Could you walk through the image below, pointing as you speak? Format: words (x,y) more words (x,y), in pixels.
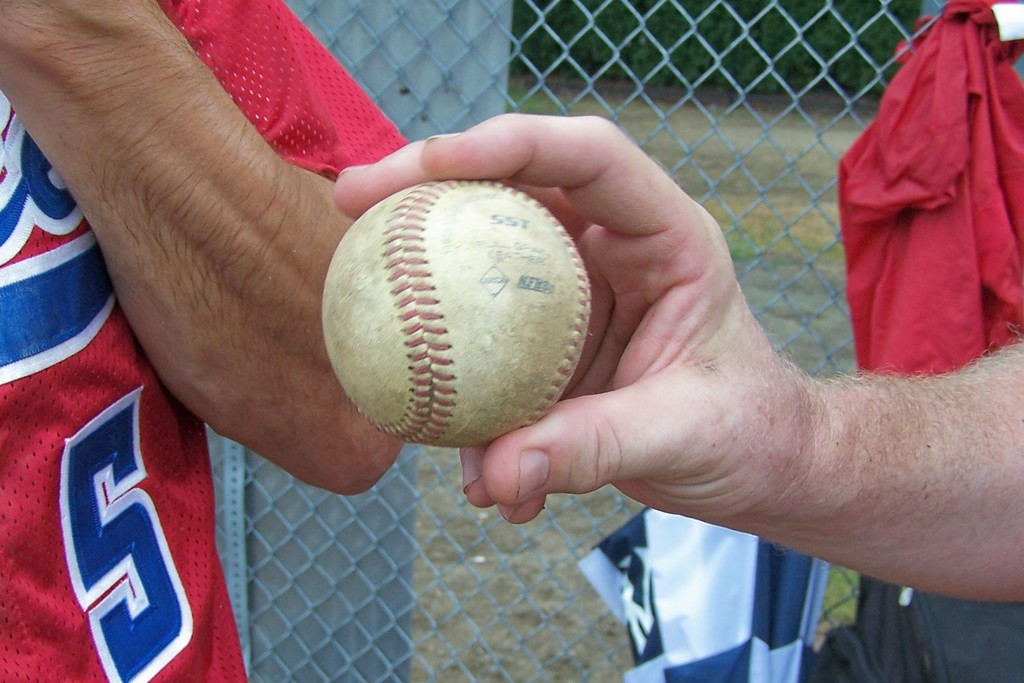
This picture might be taken inside a playground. In this image, on the right side (1010,395), we can see hand (692,307) of a person (687,321) holding a ball (512,340). On the right side (988,95), we can see a red color cloth (984,170) and white color cloth (739,580). On the left side (104,348), we can see a person (111,285) wearing a red color shirt (115,429). In the background (407,40), we can see a net fence (597,97), trees (745,39), at the bottom (539,575), we can see a grass (624,97).
